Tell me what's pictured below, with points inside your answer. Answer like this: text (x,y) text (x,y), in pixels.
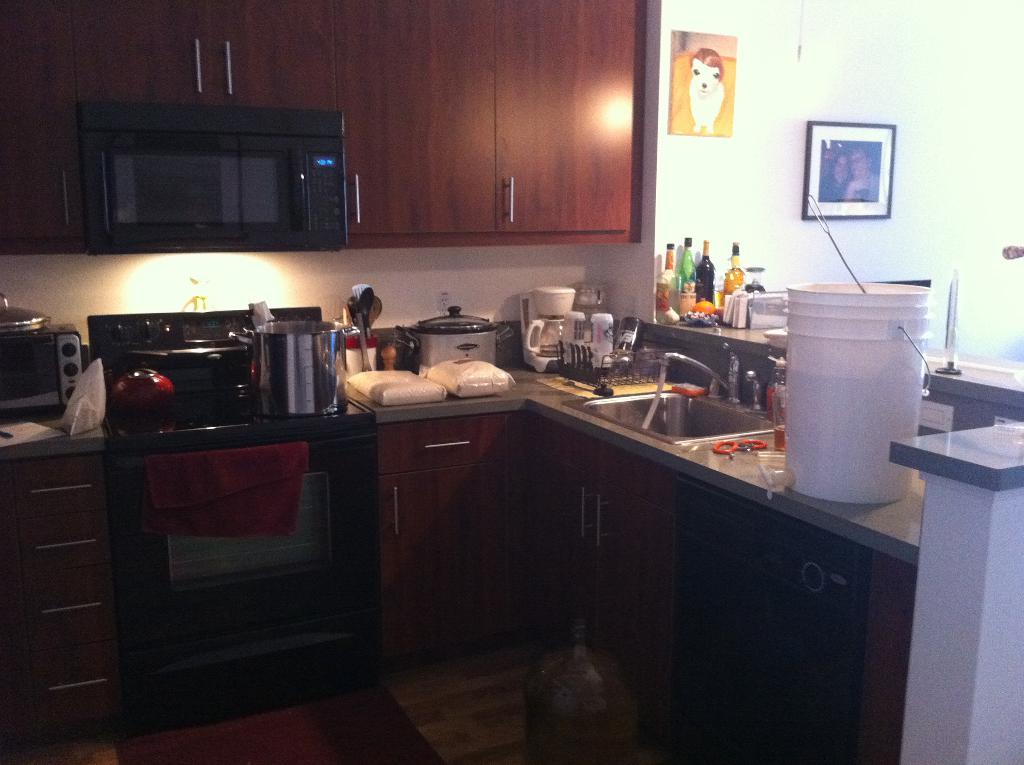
In this image on the right side (686,397) we can see bucket (802,375), sink (705,401), taps (703,365), bottles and other objects (701,312) on a table (769,461) and we can see frames (721,97) on the wall (760,97). We can see cupboards (149,57) on the wall (240,288), micro oven (227,227), packets (427,385), tin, cooker (141,338), electronic objects (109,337) on a table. At the bottom (101,580) we can see cloth (172,476), cupboard doors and water can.
